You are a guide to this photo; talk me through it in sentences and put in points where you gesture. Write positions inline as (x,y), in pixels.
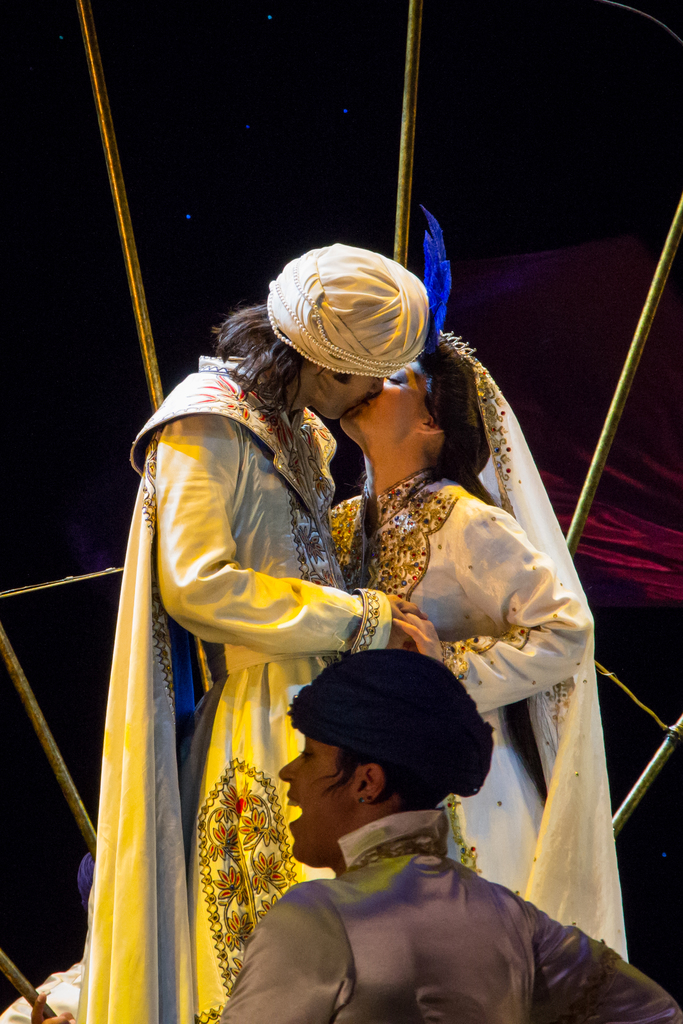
In the foreground of this picture (468,891) we can see a person (388,917) seems to be standing. In the center (454,437) we can see the two persons (266,402) wearing white color dresses (302,591), standing, holding their hands (419,630) and kissing each other. In the background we can see the metal rods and some other objects (605,301).
